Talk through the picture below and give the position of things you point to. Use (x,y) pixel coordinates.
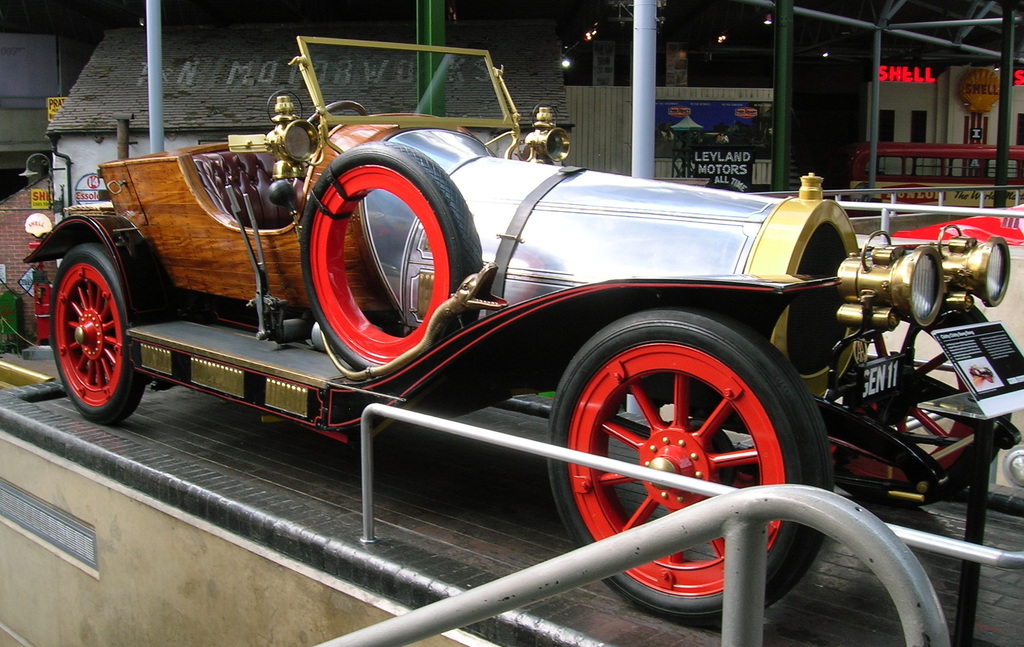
In the foreground of this image (366,358), there is a vehicle (406,239). At the bottom (633,541), there is railing (532,585) and the pole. In the background (725,72), there are poles (1002,101), lights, some text (908,77) and the walls (32,118).
